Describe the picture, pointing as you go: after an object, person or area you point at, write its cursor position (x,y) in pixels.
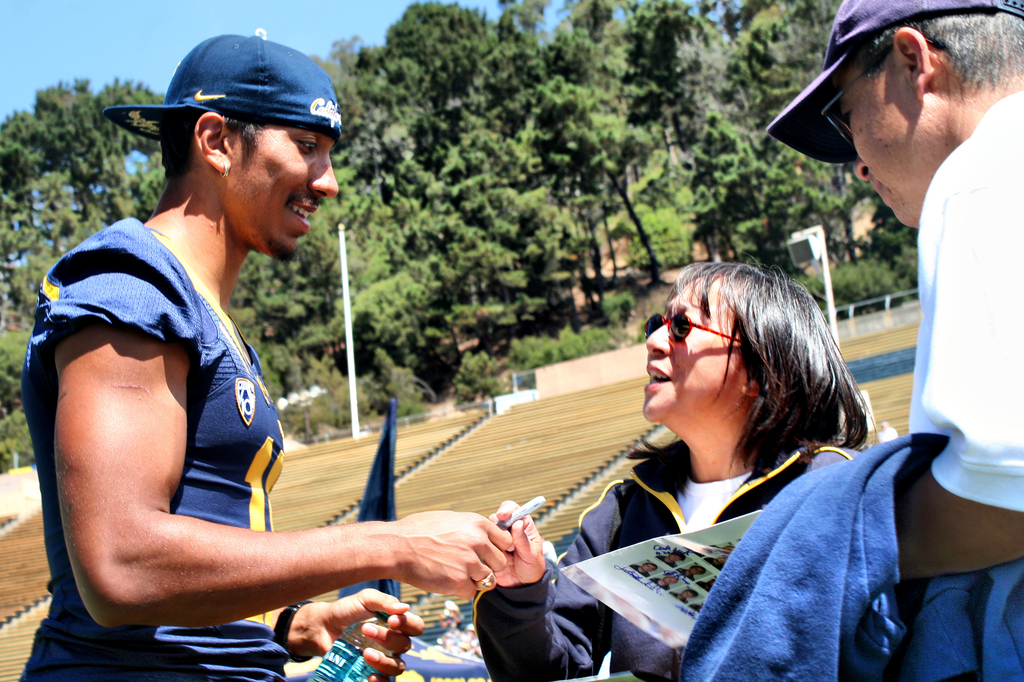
In this picture we can see three people (201,536), caps (842,28), goggles (686,329), pen (516,520), bottle (360,668), paper (697,600), clothes (665,523) and in the background (383,502) we can see poles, fences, trees (516,328), some objects (394,414) and the sky (124,48).
